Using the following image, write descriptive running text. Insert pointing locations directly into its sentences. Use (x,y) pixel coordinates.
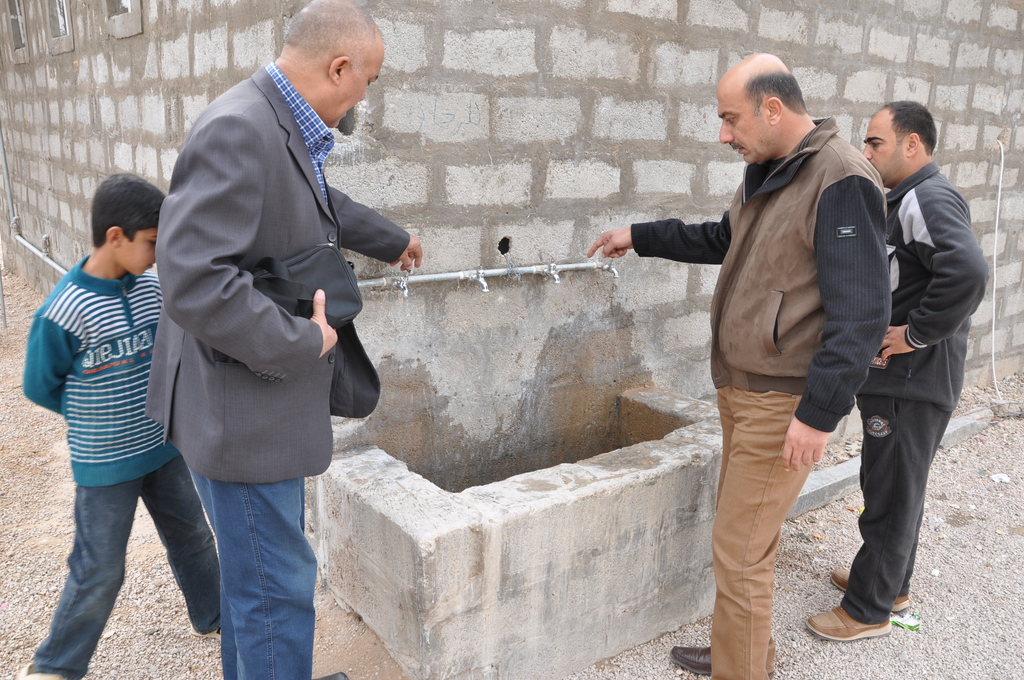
In this picture we can see group of people (810,293), in front of them we can find few taps (407,279) on the wall (516,246).
